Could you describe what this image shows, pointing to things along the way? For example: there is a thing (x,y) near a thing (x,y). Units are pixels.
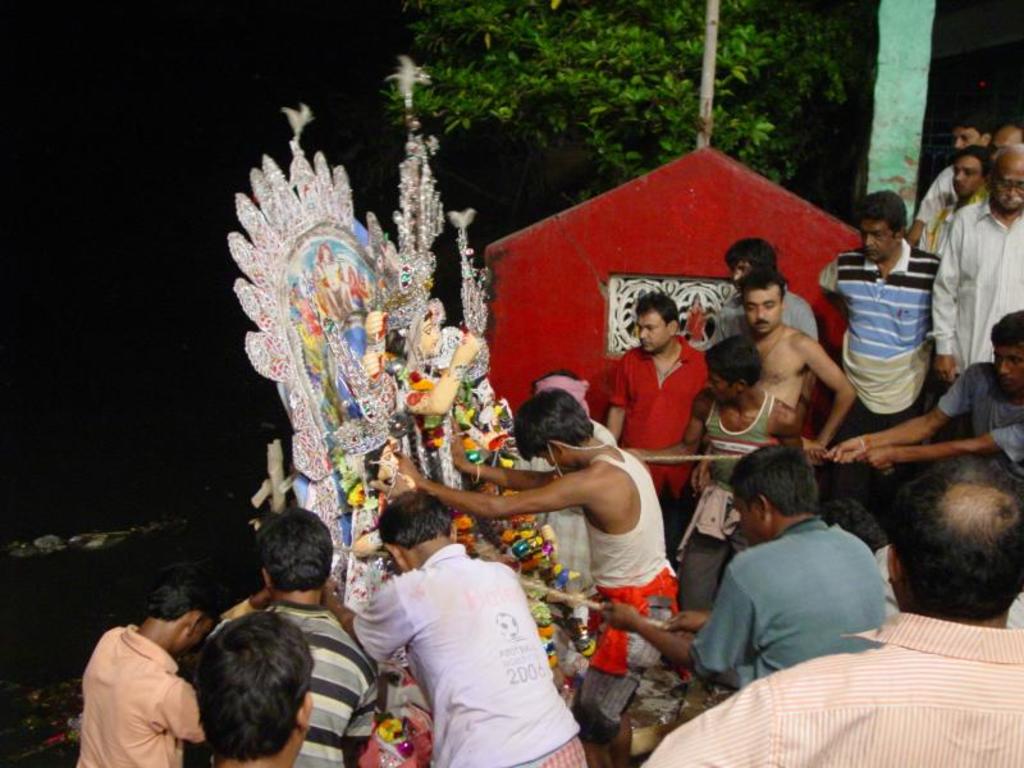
In this image in the center (470,506) there are group of persons (698,568) standing and there is a statue (456,392). In the background (624,55) there is a tree (569,144) and there is a wall (590,242) which is red in colour.
